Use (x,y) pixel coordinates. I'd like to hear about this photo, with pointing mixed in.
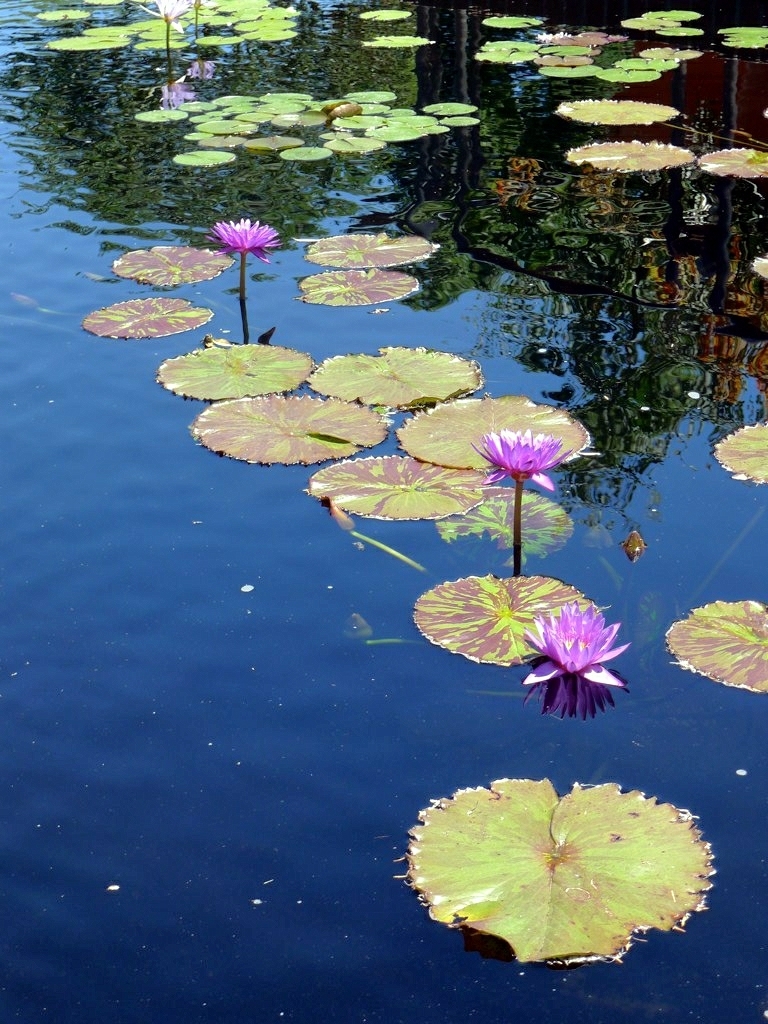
In this image I can see few pink color lotus flowers (611,685) and few lotus leaves (447,587) on the water (353,683).
